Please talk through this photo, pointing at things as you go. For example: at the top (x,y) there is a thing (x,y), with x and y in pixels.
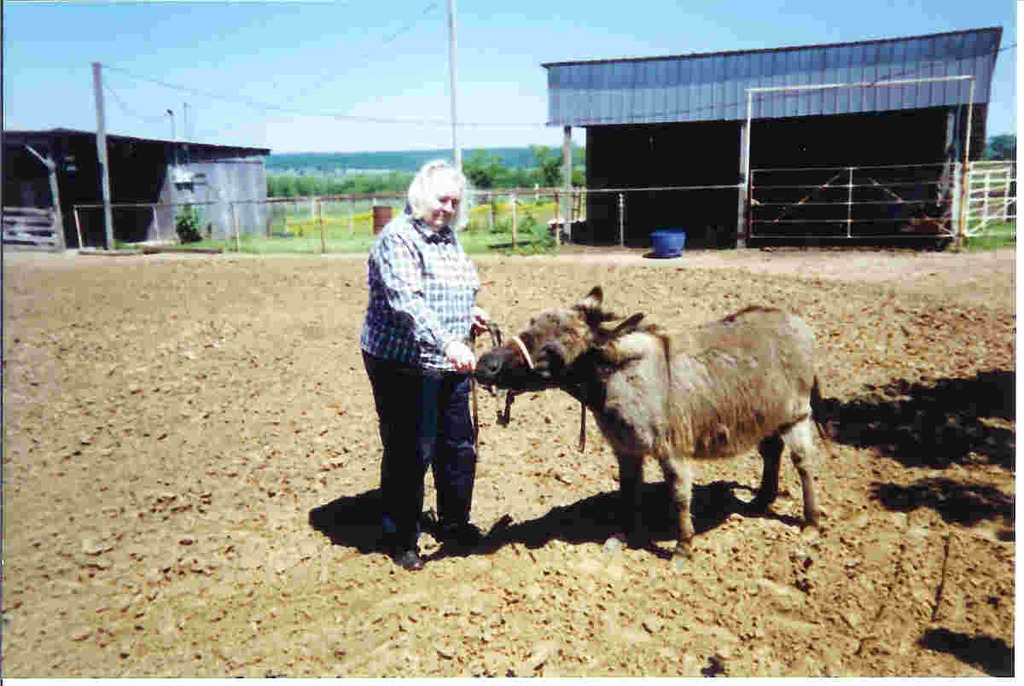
In this picture we can see an animal (626,474) and a person (411,408) on the ground (366,416). In the background (791,215) we can see sheds (667,163), poles (102,195), trees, fence (142,205), some objects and the sky (393,124).
